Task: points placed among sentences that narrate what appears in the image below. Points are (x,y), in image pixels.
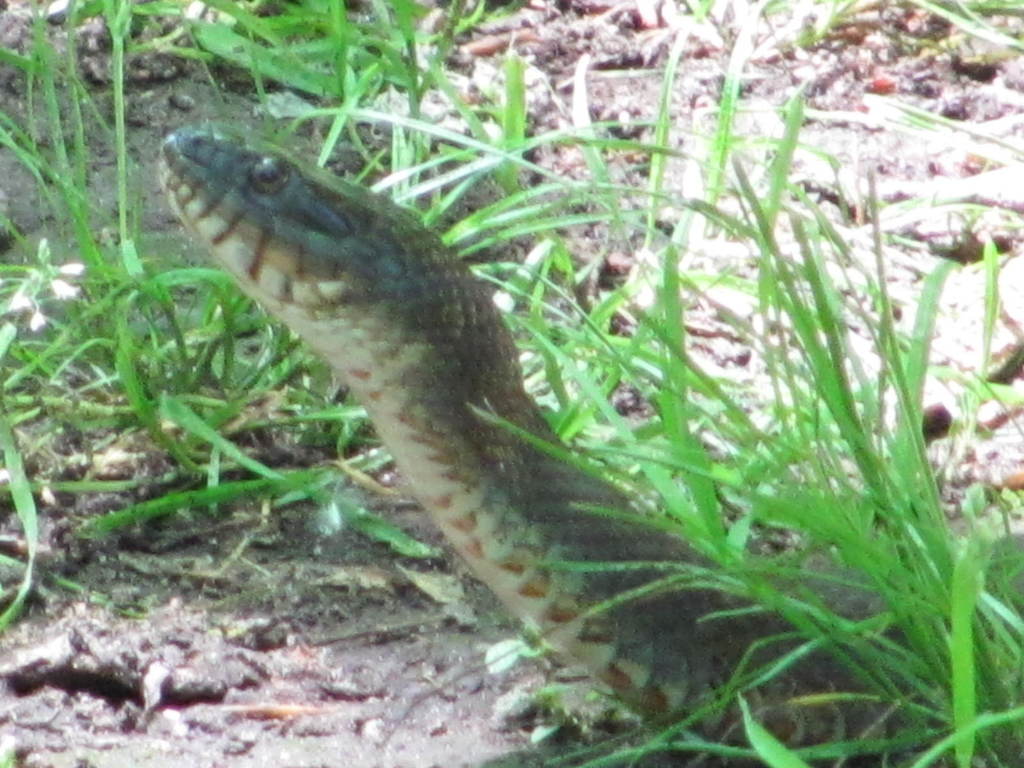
In this picture there is a snake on the ground (409,577), beside him i can see the green grass (916,388).
